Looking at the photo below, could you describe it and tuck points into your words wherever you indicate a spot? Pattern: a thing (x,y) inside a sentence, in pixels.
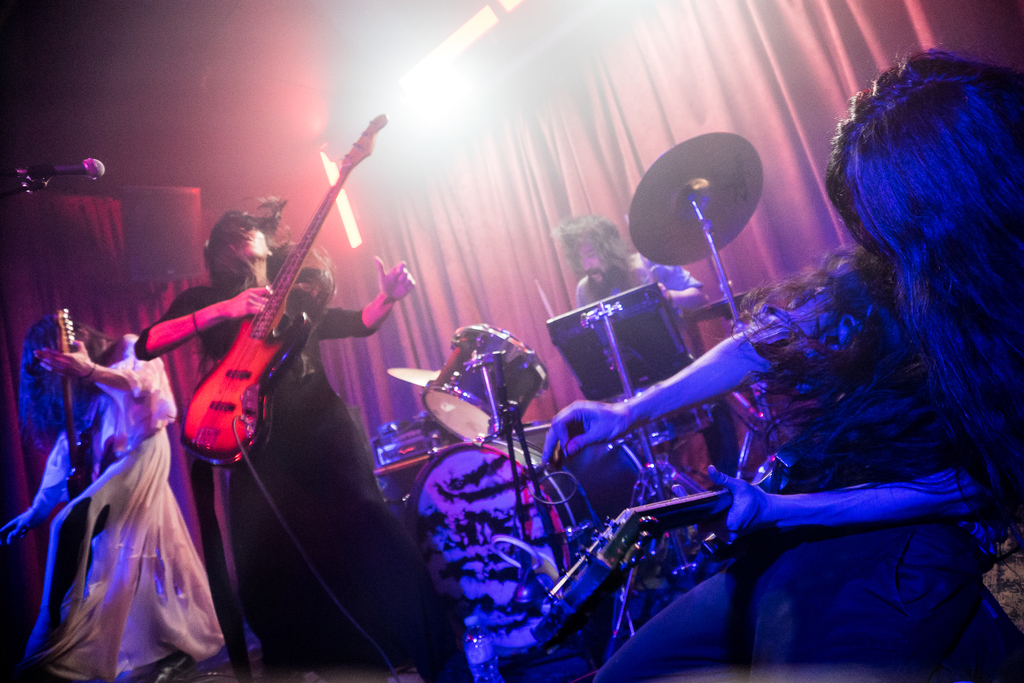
In this image there is a woman (287,568) standing and holding a guitar (277,322), another woman (160,363) standing and playing a guitar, at the back ground (693,268) there is another man (616,283) sitting and playing drums (616,625), another woman (780,415) sitting and playing guitar (636,558), focus light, curtain (525,76), microphone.
